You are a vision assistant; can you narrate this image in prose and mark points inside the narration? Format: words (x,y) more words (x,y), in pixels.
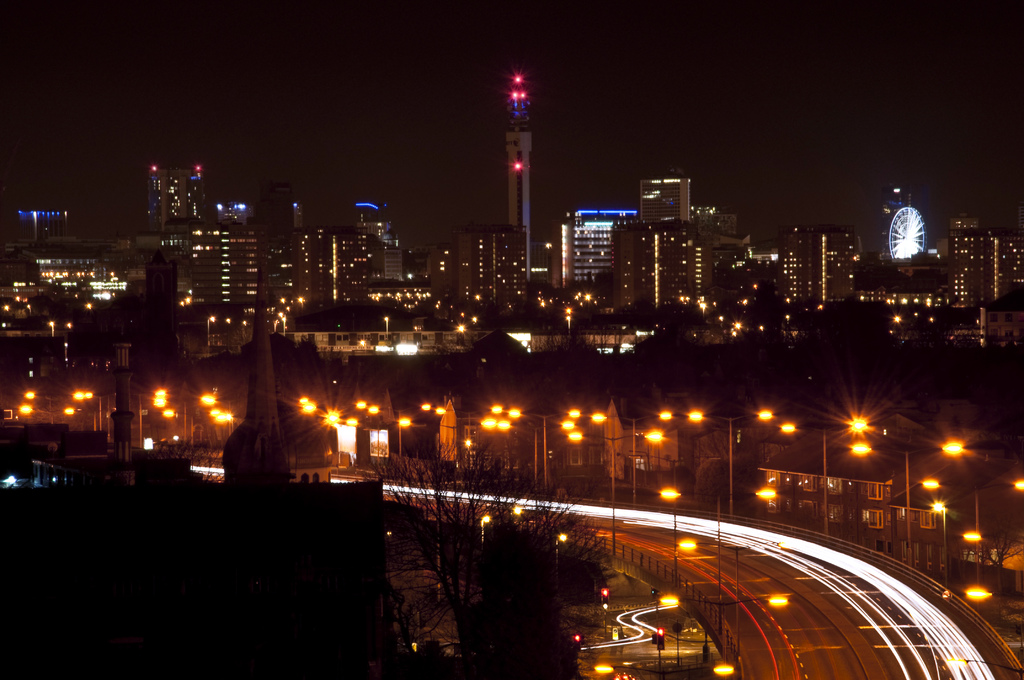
In this picture we can see a road (652,520), electric poles (737,548) with lights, traffic signals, buildings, trees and in the background (838,112) we can see it is dark.
